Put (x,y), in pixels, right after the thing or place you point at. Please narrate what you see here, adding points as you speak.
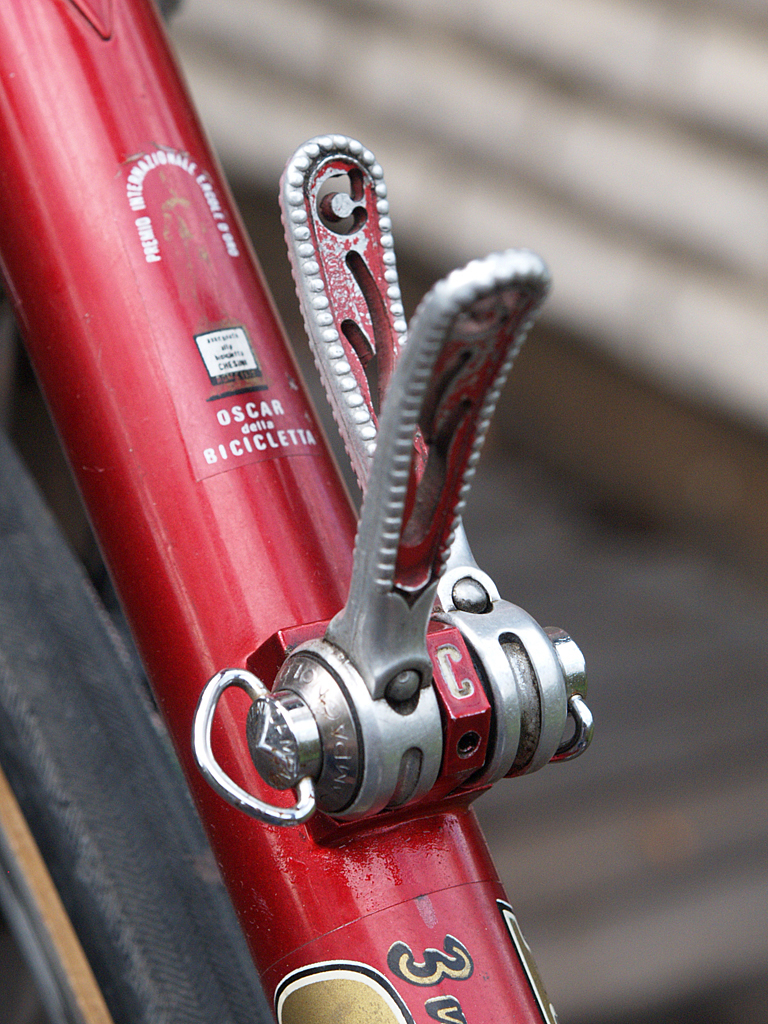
Background (706,375) portion of the picture is blurred. In this picture it looks like partial part of a bicycle (127,168). In this picture we can see a red rod (235,377) and there is some information (223,347) on a rod (159,186). We can see a metal object (283,657). In the bottom left corner of the picture (173,907) it looks like a tyre (119,729).
